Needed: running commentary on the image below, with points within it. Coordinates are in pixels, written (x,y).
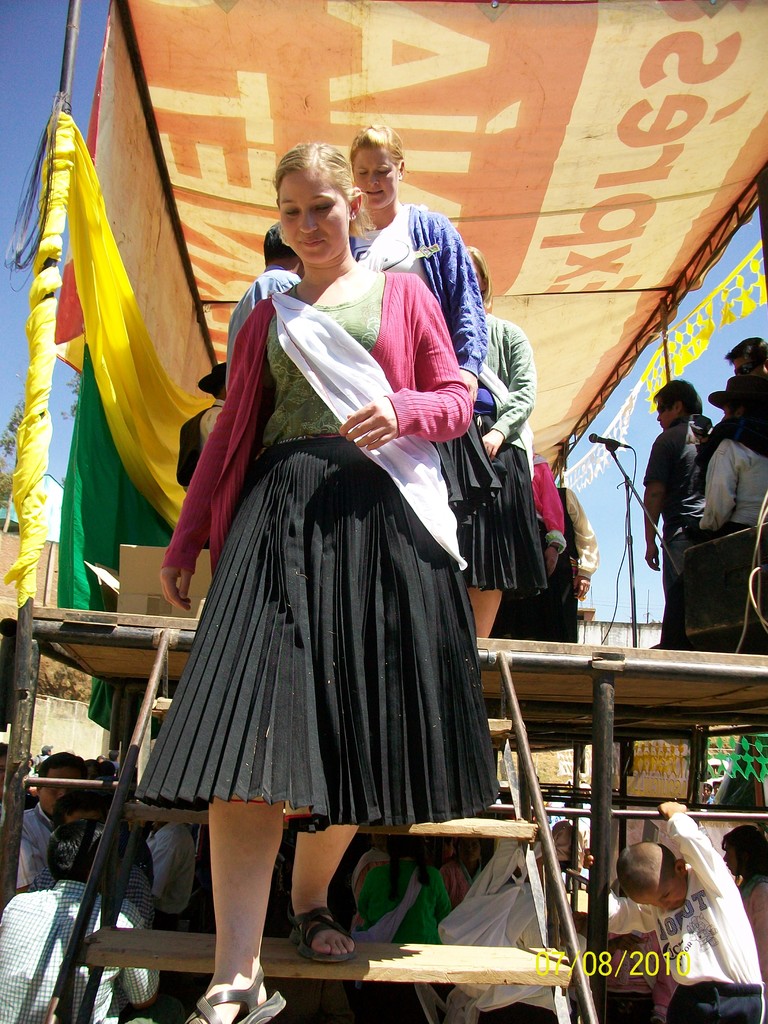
In this image there are group of persons (463,491). In the front (381,411) there is a woman (354,545) getting down on the steps (123,953) with a smile on her face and on the top (482,88) there is a banner (251,155). On the left side (180,397) there are curtains (119,464) which are yellow and green in colour.
